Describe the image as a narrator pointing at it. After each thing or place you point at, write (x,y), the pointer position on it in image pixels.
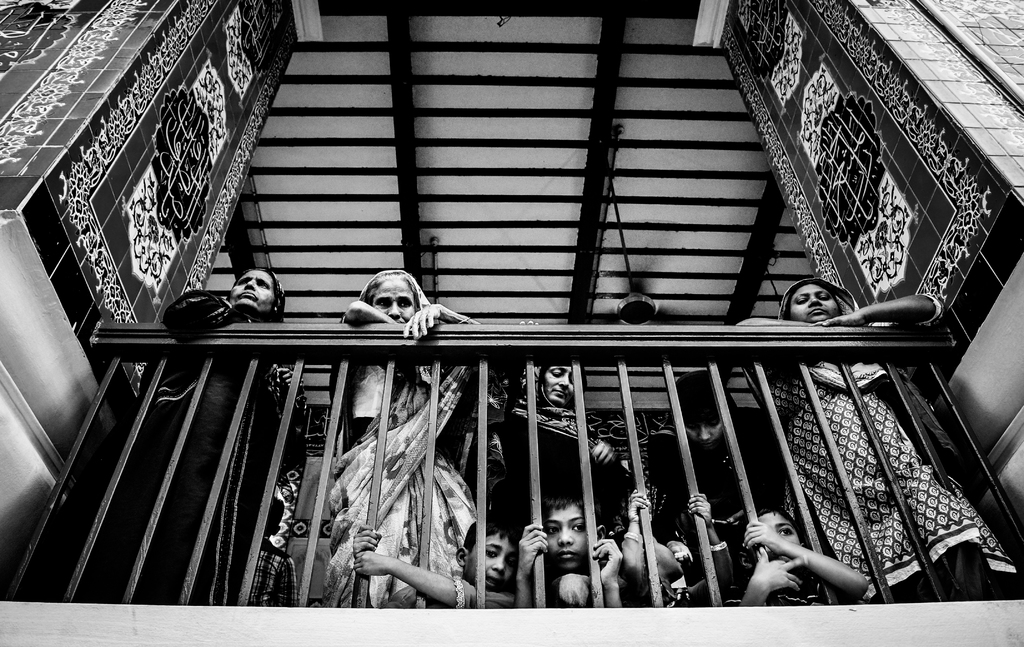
In this picture I can see there are few people (385,367) standing here at the railing (281,441) and there are two pillars (876,11) here. Onto ceiling (349,175) there is a fan (628,265) attached.
